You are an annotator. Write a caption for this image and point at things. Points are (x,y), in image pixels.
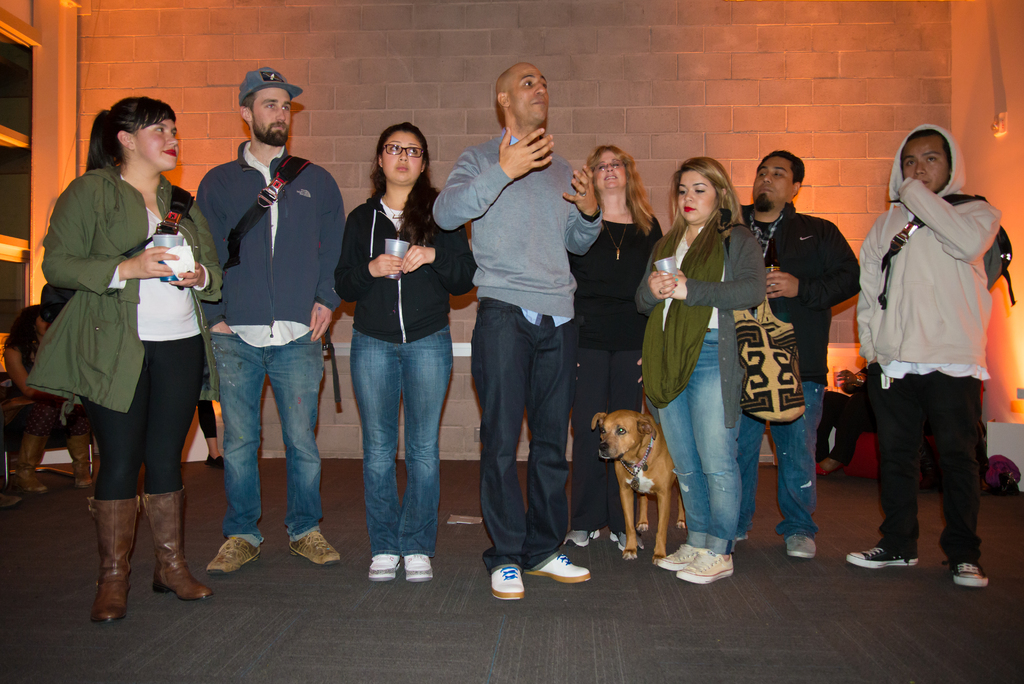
In the center of this picture (439,343) we can see the group of persons (633,276) standing on the ground (932,533) and there is a dog (647,479) standing on the ground (621,602). In the background (42,445) there are some persons (828,444) seems to be sitting on the chairs (873,448). In the background (870,68) we can see the wall (117,71) and the door (23,76).
